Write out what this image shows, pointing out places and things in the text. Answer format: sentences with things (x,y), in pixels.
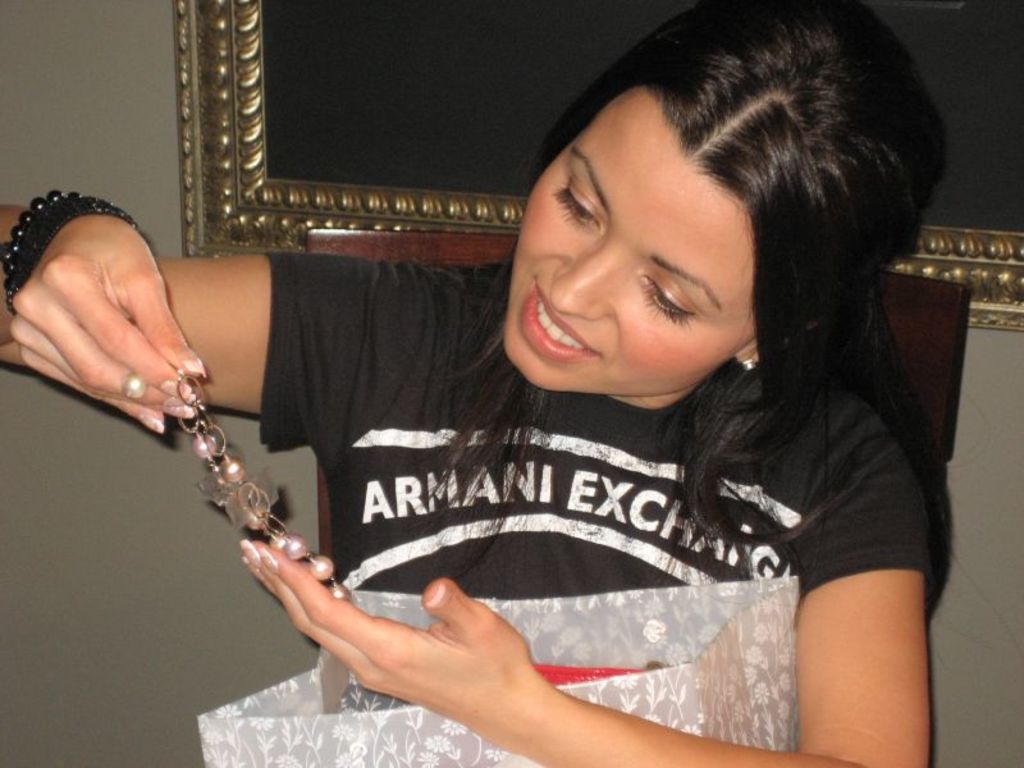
In this image we can see a girl (659,409) sitting on a chair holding a cover (610,647) and an object (242,518) in her hands (331,587), in the background (392,93) there is a frame (406,93) attached to the wall (99,54).
